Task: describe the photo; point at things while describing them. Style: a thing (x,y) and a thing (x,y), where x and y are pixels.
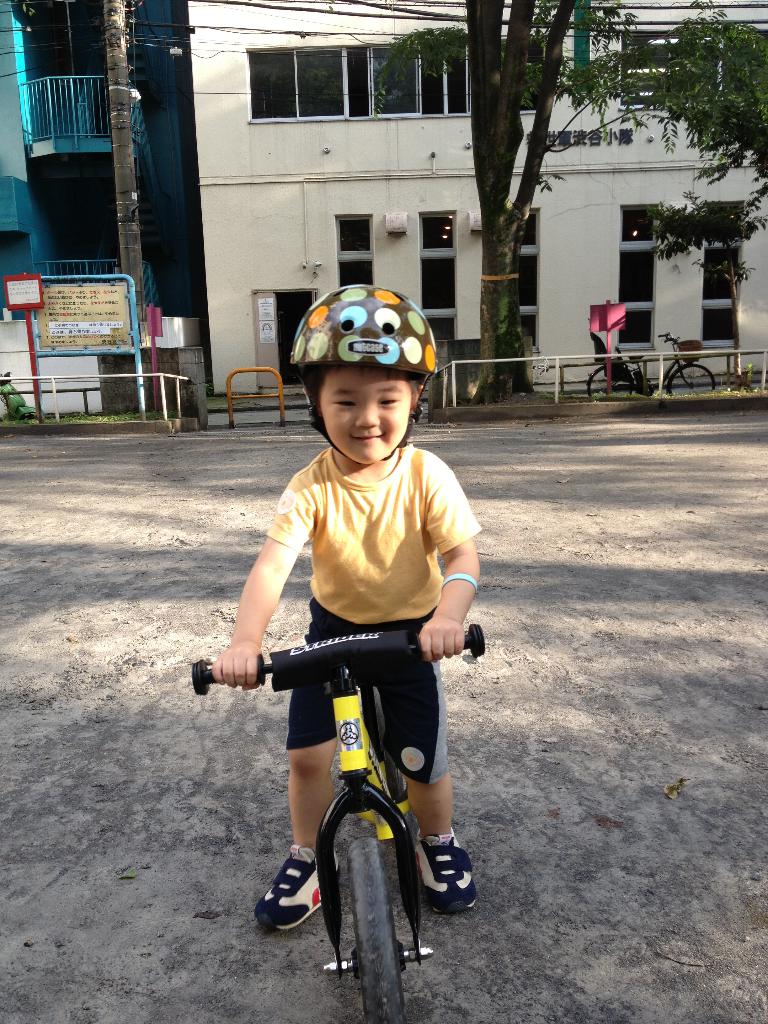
This kid (384,554) is sitting on a bicycle (352,736) and wore helmet (377,311). This is a building (388,137) with windows (327,75). In-front of this building (400,86) there is a tree (584,70). This is pole (127,160). In-front of this pole (129,196) there is a board (62,325). Far there is a bicycle (641,369).
